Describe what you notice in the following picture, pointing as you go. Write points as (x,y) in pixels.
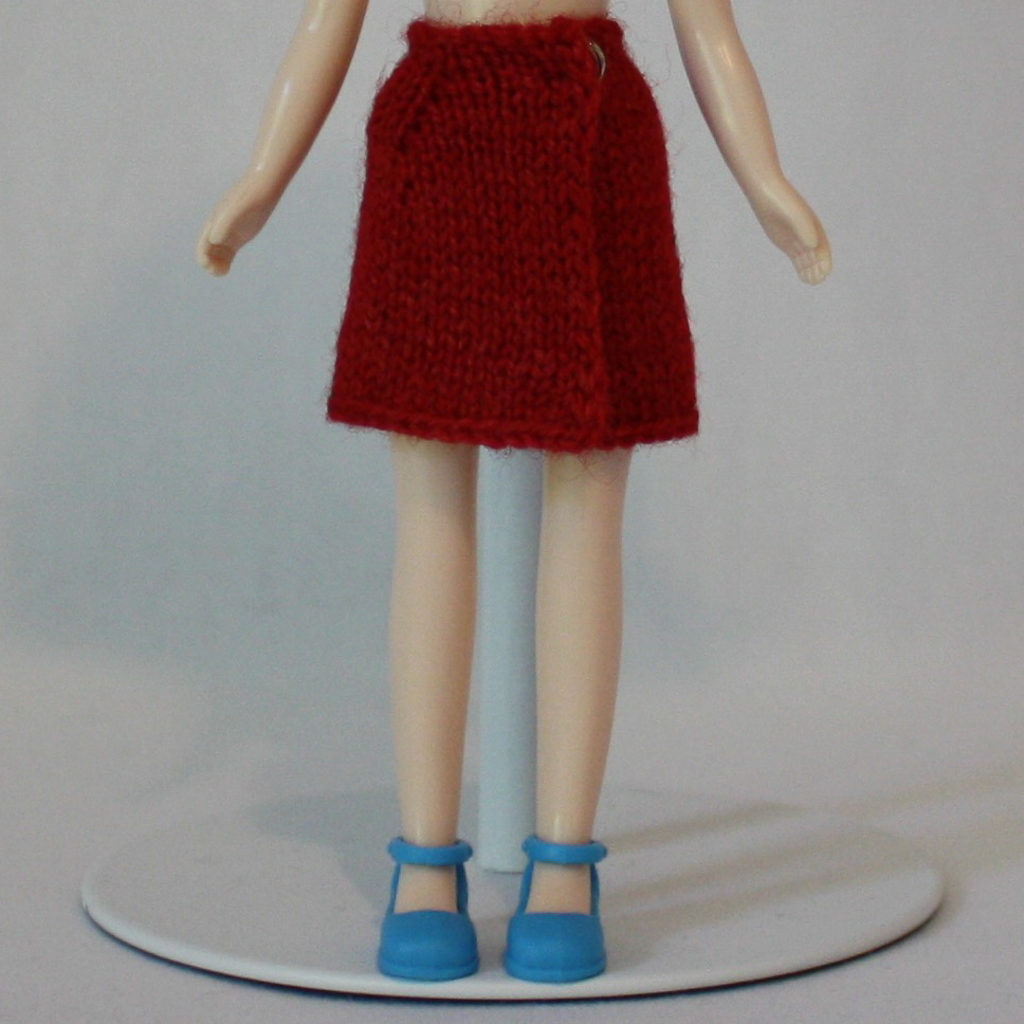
In this image there is a standing toy (407,955) wearing skirt (400,230).
